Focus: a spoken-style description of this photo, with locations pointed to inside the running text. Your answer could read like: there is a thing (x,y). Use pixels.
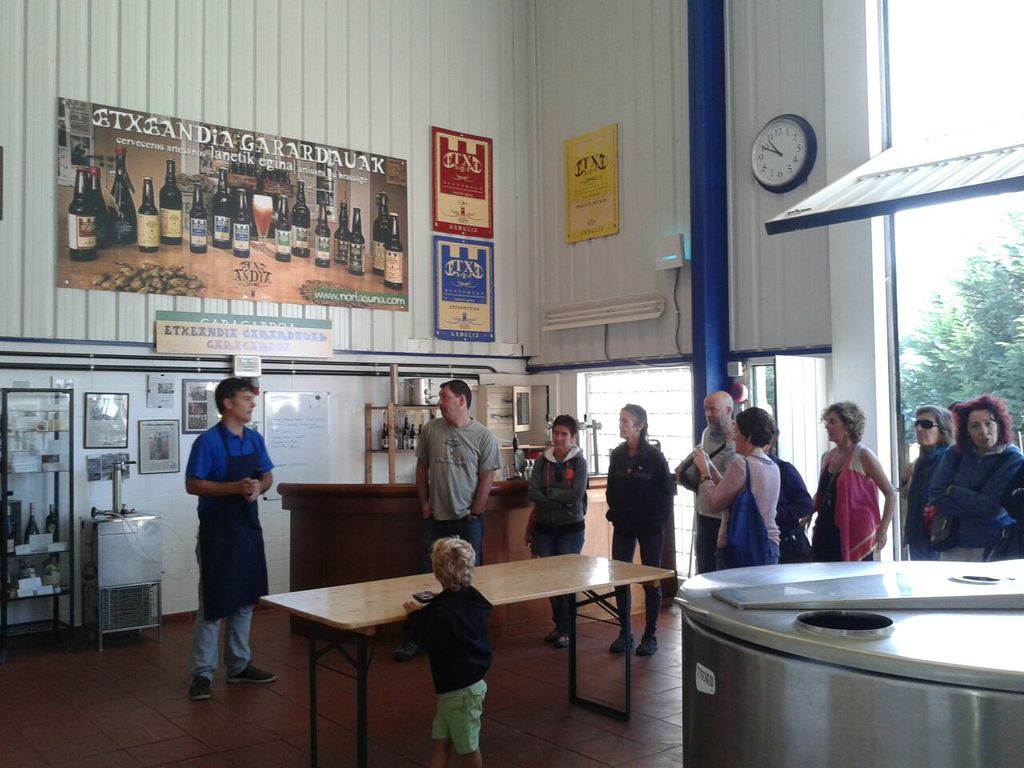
In this picture i could see many persons (638,487) standing inside a shop (607,336) it seems like a beer shop (178,251). In the background (373,110) i could see banners (179,223) attached on white wall (810,234) a clock (774,152) to the right side of the wall (730,185) and down there is a brown table (502,593) and steel tank (801,610) to the right corner (902,638) and outside there are trees (958,340).
